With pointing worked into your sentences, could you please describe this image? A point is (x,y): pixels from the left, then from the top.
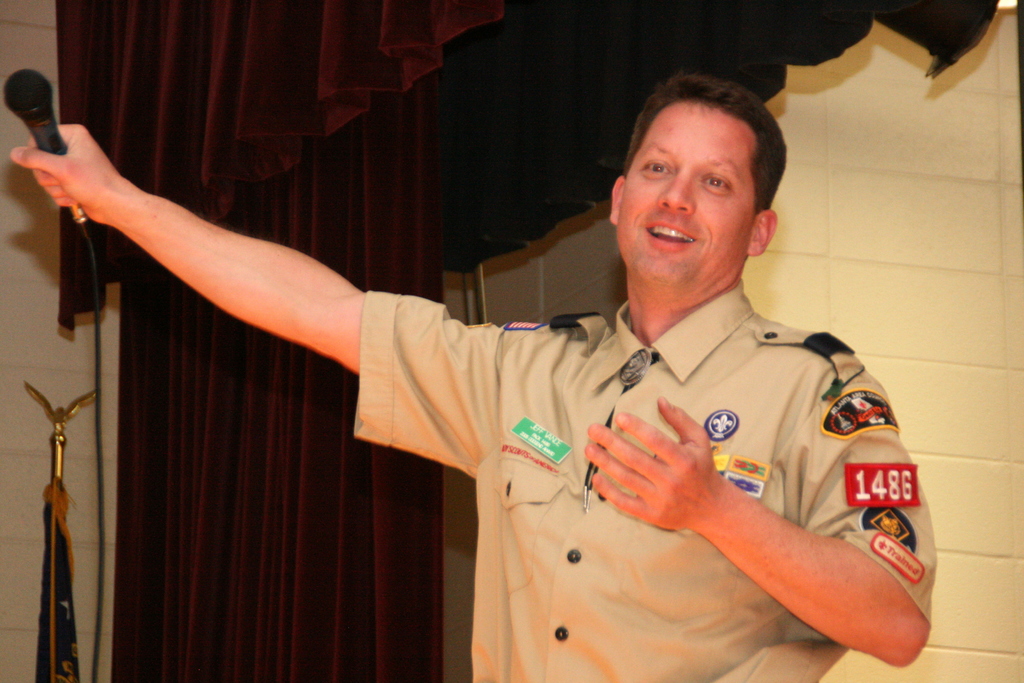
He is standing and his holding a mic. His smiling. We can see the background (486,176) there in a curtain (463,235).
